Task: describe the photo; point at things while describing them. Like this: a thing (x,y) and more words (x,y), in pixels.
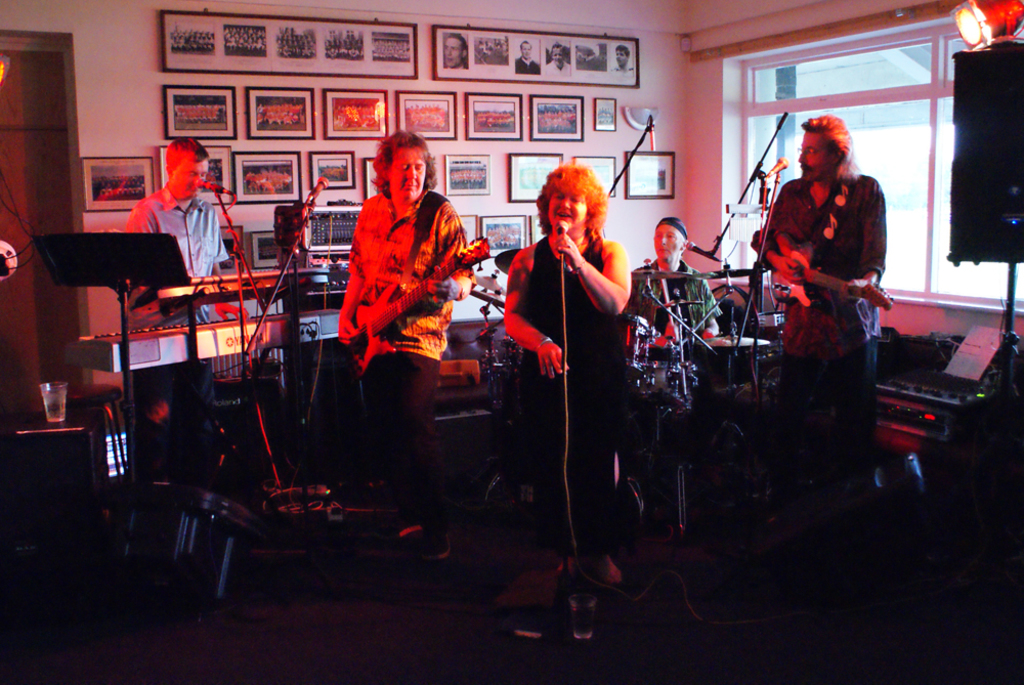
In this image we can see a woman (570,301). She is wearing a black color dress (606,367) and holding a mic (560,252) in her hand (572,259). In the background (374,167), we can see men (400,213) are playing musical instruments (725,341) and photo frames (503,66) are attached to the wall (661,69). On the right side of the image (897,270), we can see a light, stand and window (901,155).
